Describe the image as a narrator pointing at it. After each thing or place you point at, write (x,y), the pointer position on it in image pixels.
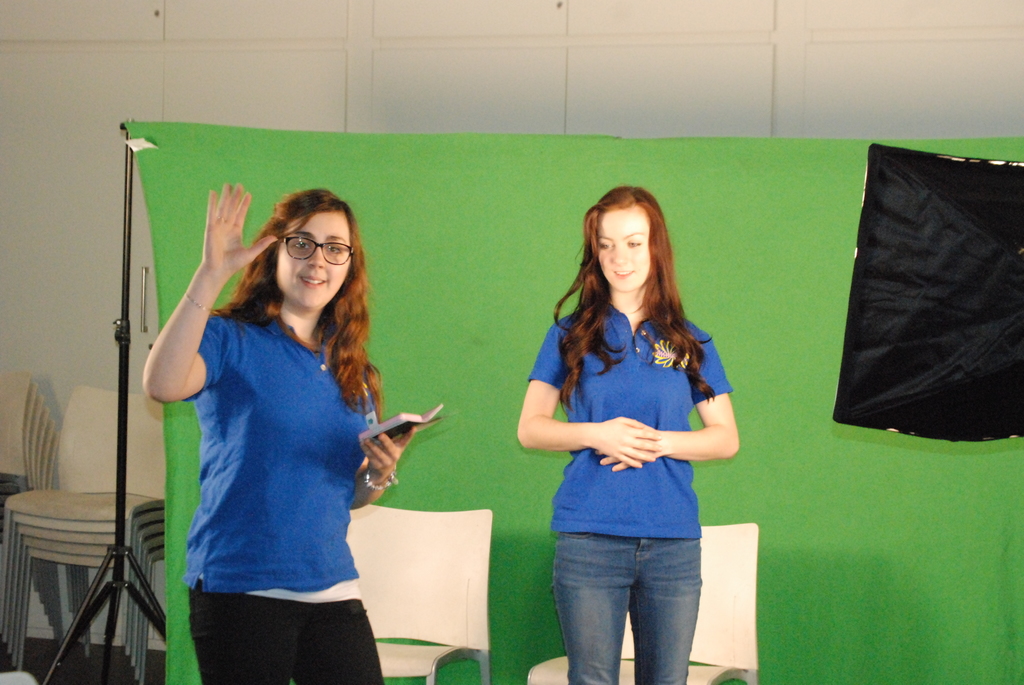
In front of the image there are two people (666,441) standing. Behind them there are chairs (117,418), banners (939,450). In the background of the image (483,14) there are wooden cupboards (174,87).
